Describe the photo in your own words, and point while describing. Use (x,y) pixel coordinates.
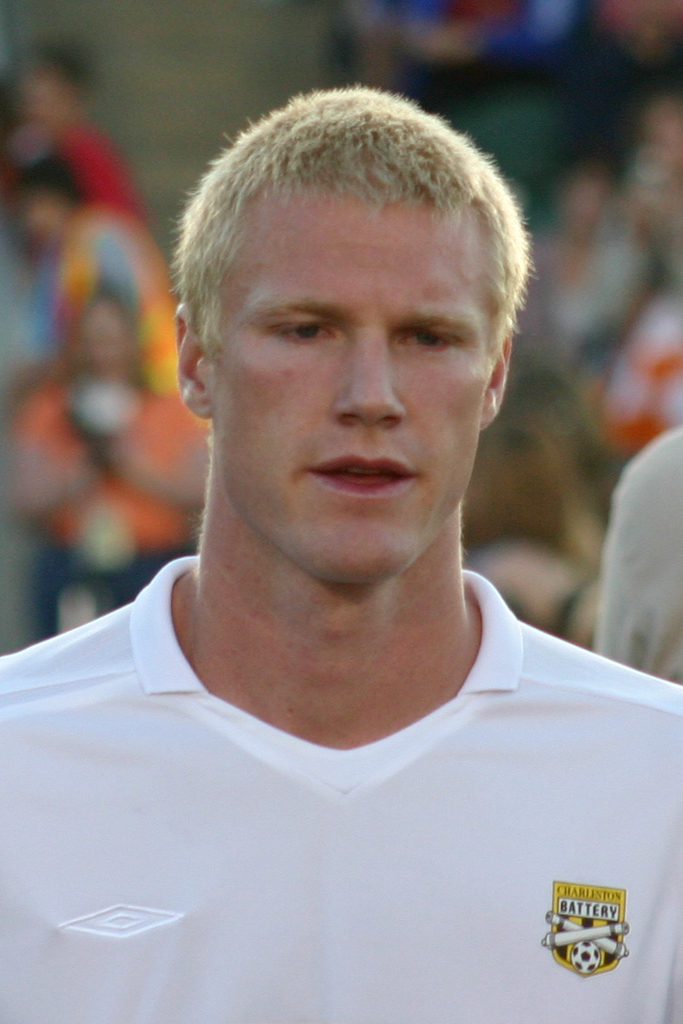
In this image I can see a person (252,844) wearing a white t shirt (253,865) and the background (595,78) is blurred.
